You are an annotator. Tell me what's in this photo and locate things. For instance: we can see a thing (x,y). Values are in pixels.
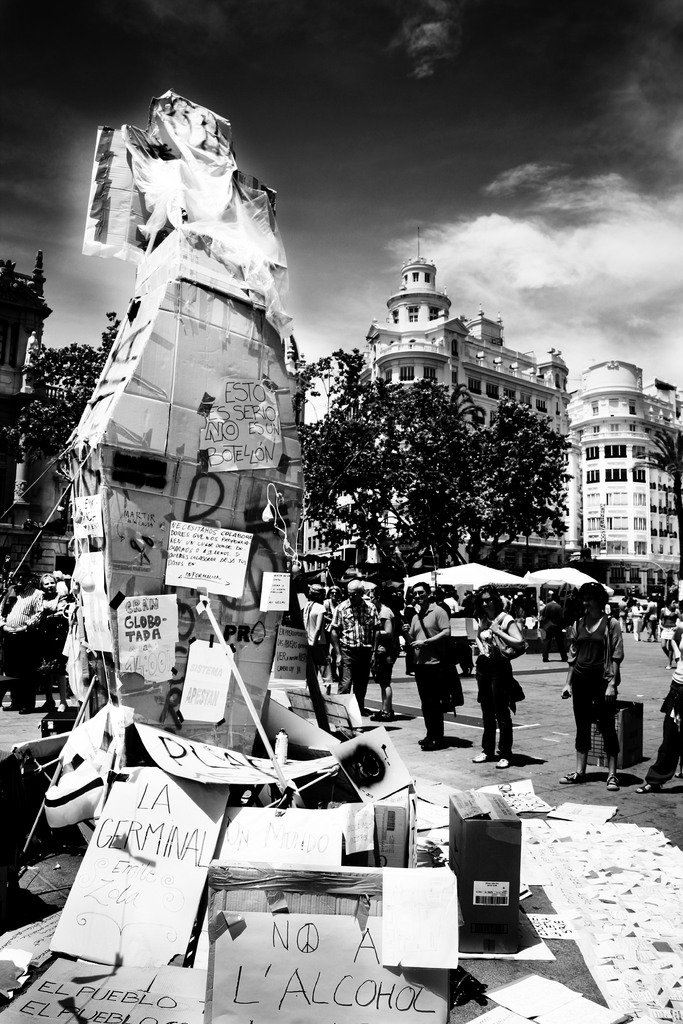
In this image there is a statue (194,594) having few posts (240,568) attached to it. Bottom of the image (223,854) there are few boards (214,889) and posters (537,916). Few people (429,691) are on the road (460,754). Behind them there are tents (571,583). There are few trees (516,489). Behind there are few buildings (506,379). Top of the image (503,140) there is sky (513,277).
